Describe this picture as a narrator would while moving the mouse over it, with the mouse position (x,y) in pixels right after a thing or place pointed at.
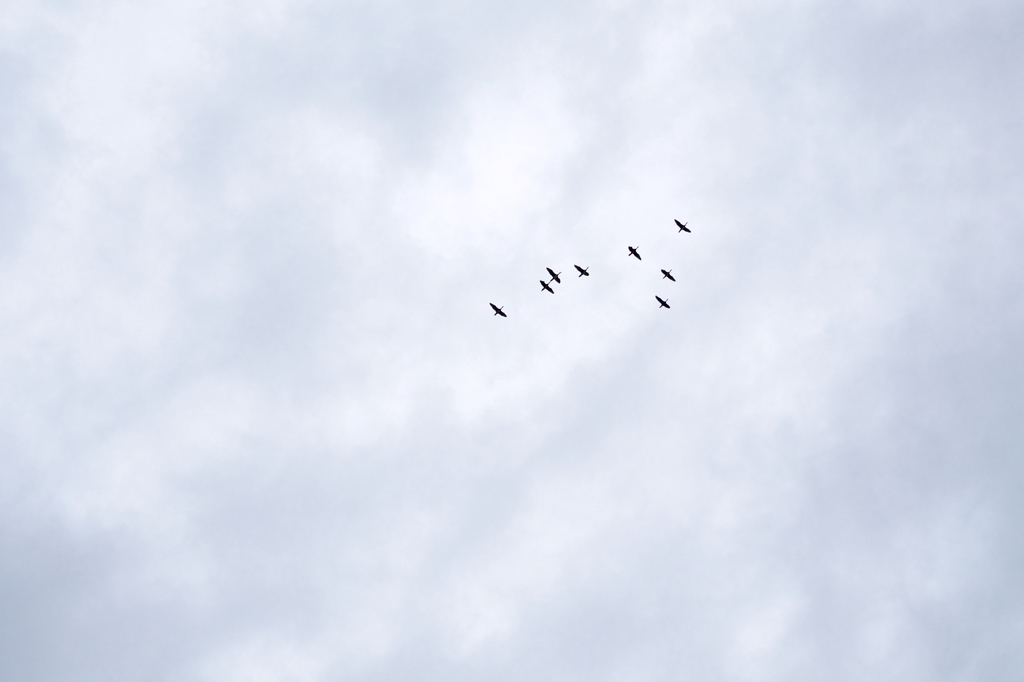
In this image we can see some birds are flying and in the background (443,301), we can see the sky (501,252) with clouds (474,260).
